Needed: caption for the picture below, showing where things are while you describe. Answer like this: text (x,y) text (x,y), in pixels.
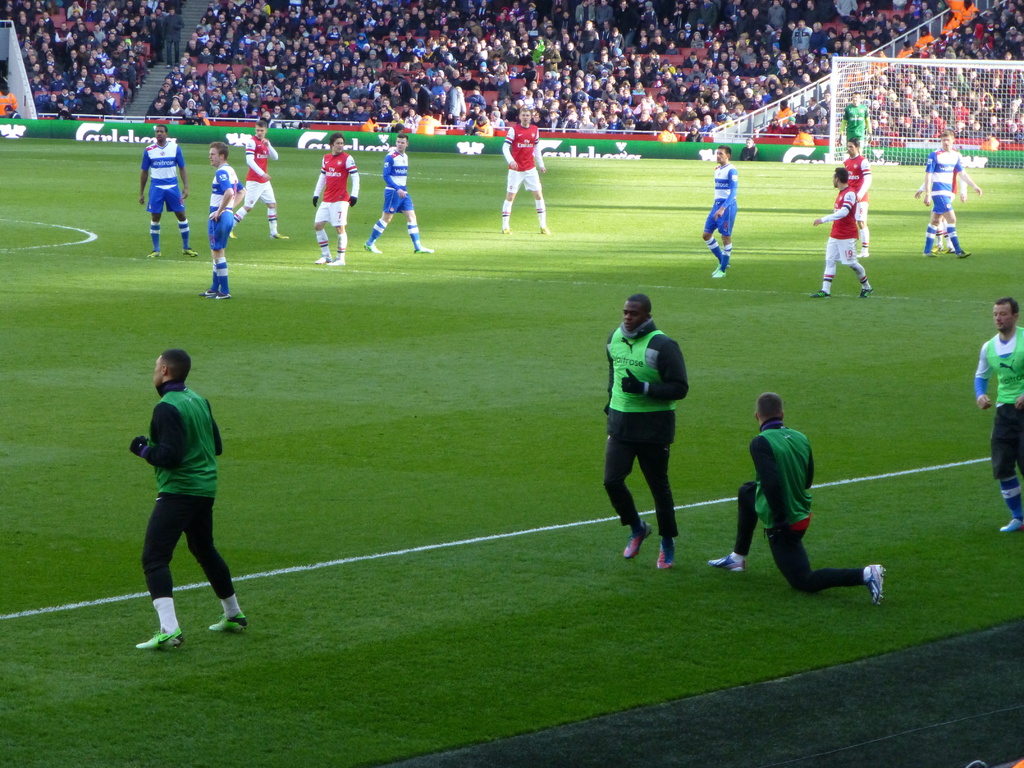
In this picture we see a football stadium (361,127) with players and audience (597,62).
